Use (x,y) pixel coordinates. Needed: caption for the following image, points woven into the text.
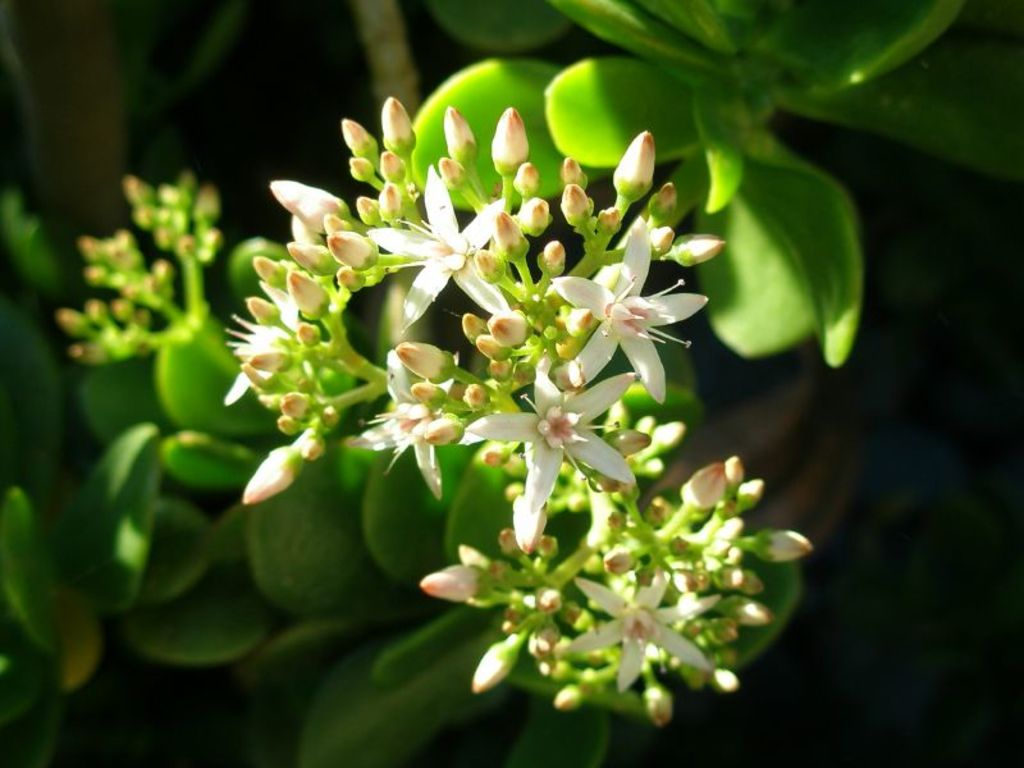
In this image I can see a tree (741,233) which is green in color and to the tree (313,545) I can see few flowers (570,442) which are white and pink in color. I can see the black colored background (214,154).
